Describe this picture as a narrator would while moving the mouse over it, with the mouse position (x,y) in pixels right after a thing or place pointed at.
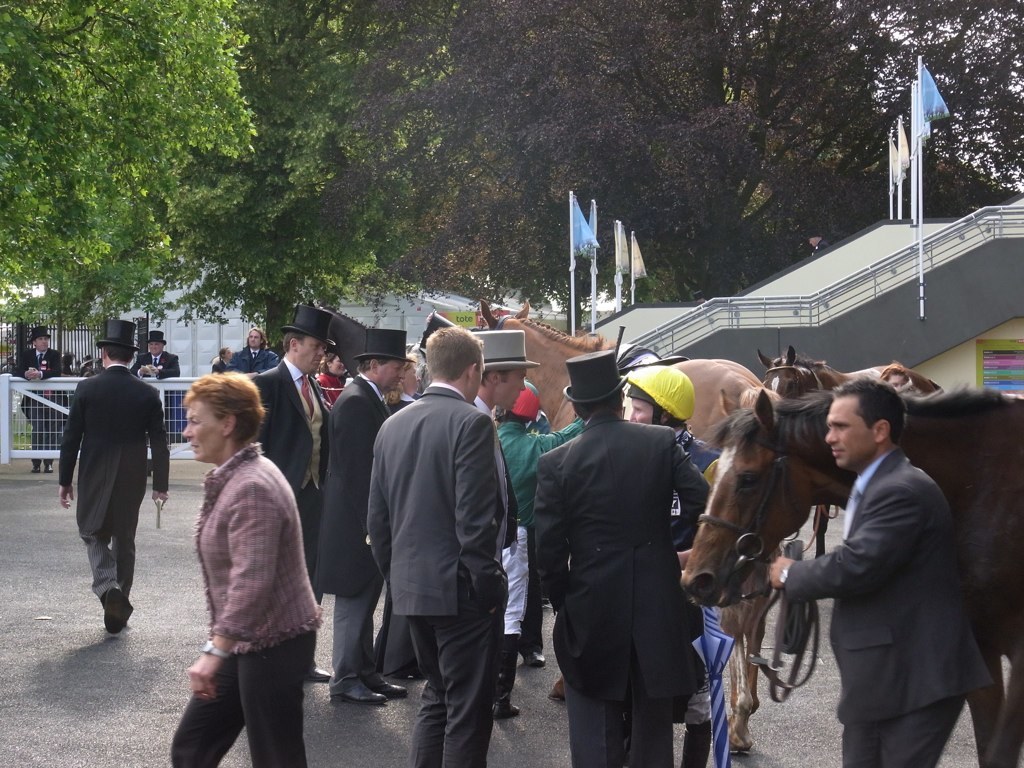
In this image I see number of people (912,766) and few horses (1023,574) over here. In the background (810,118) I see the flags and the trees (4,266).
